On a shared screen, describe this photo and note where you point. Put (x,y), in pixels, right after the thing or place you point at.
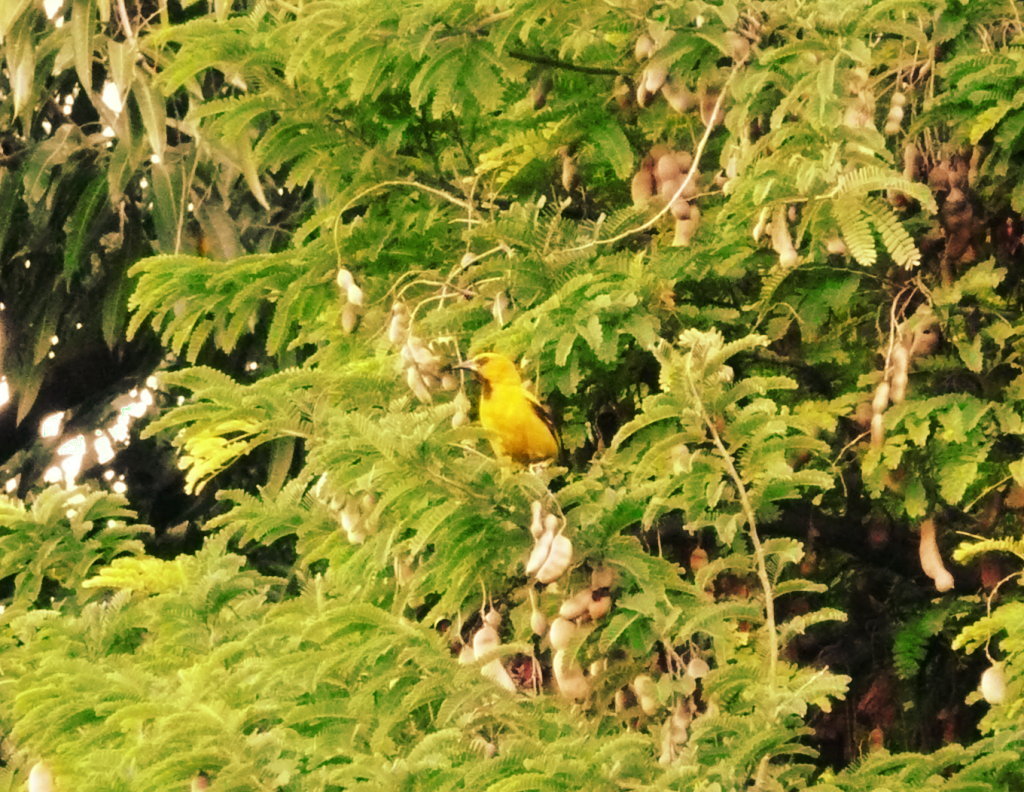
This picture shows couple of trees (406,130) and we see a bird (536,428) on the tree (550,395). The bird (535,455) is yellow and black in color.
